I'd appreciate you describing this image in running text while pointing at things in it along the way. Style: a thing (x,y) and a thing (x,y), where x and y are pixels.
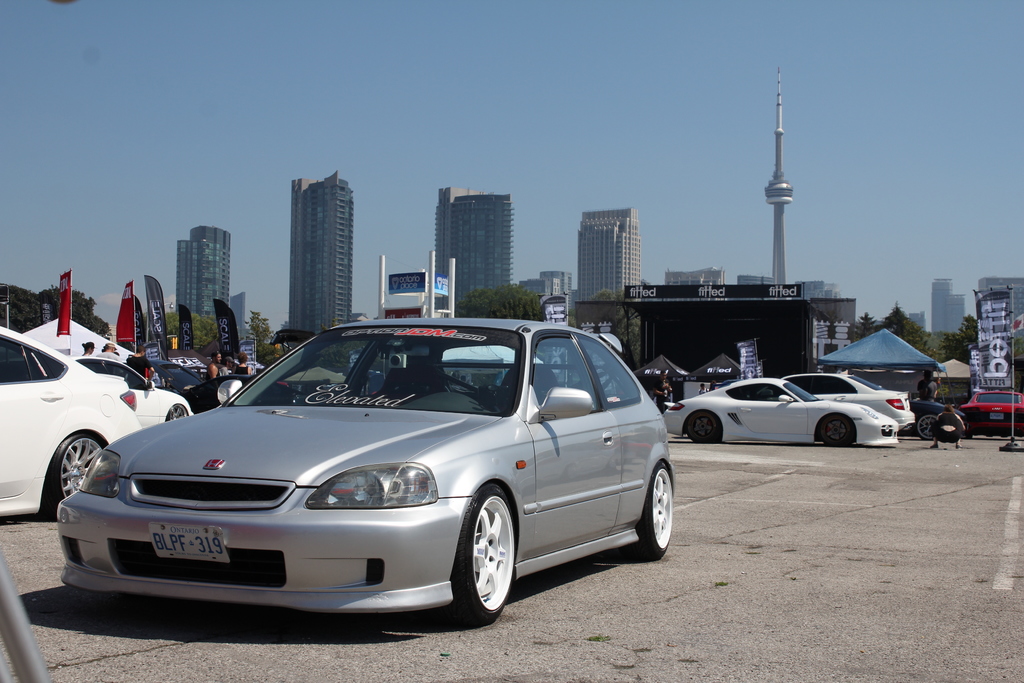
At the bottom of this image (348,588), there are vehicles (632,386) in different colors on the road (916,493). In the background (249,249), there are flags (190,320), trees (39,296), buildings (229,279) and the blue sky (174,124).
